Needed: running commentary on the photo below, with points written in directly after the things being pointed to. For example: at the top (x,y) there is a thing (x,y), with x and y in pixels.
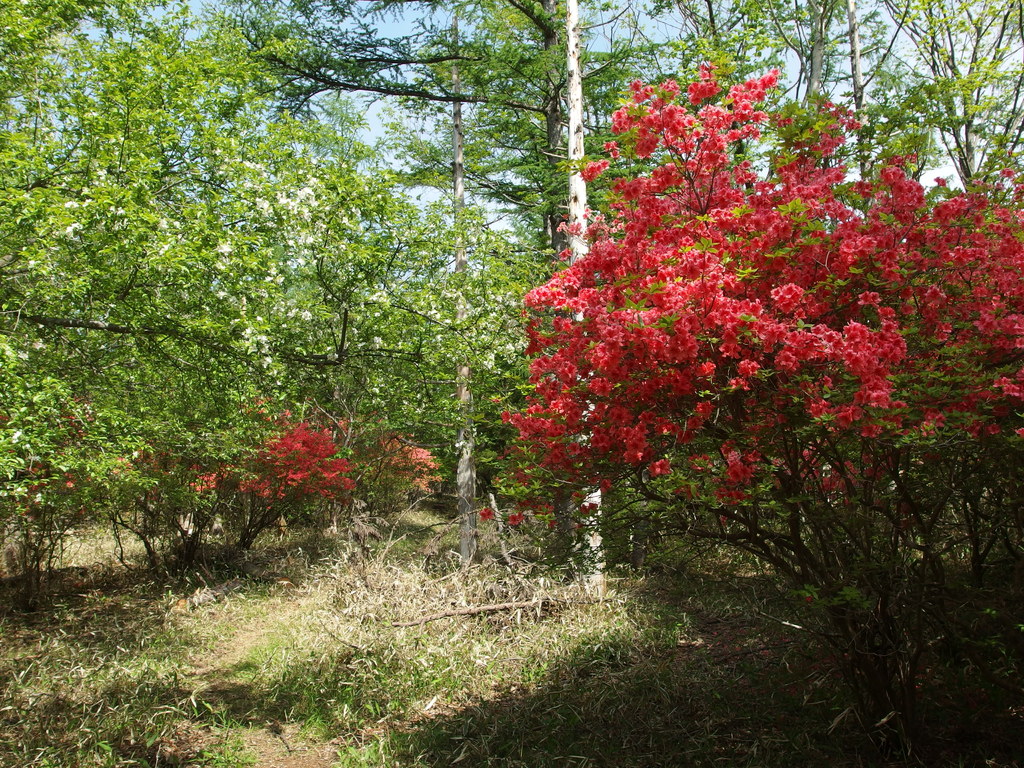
In this image in the front (338,673) there's grass (370,681) on the ground (487,653). In the background (501,410) there are trees (521,293) and on the right side (761,364) there are flowers (744,311).
